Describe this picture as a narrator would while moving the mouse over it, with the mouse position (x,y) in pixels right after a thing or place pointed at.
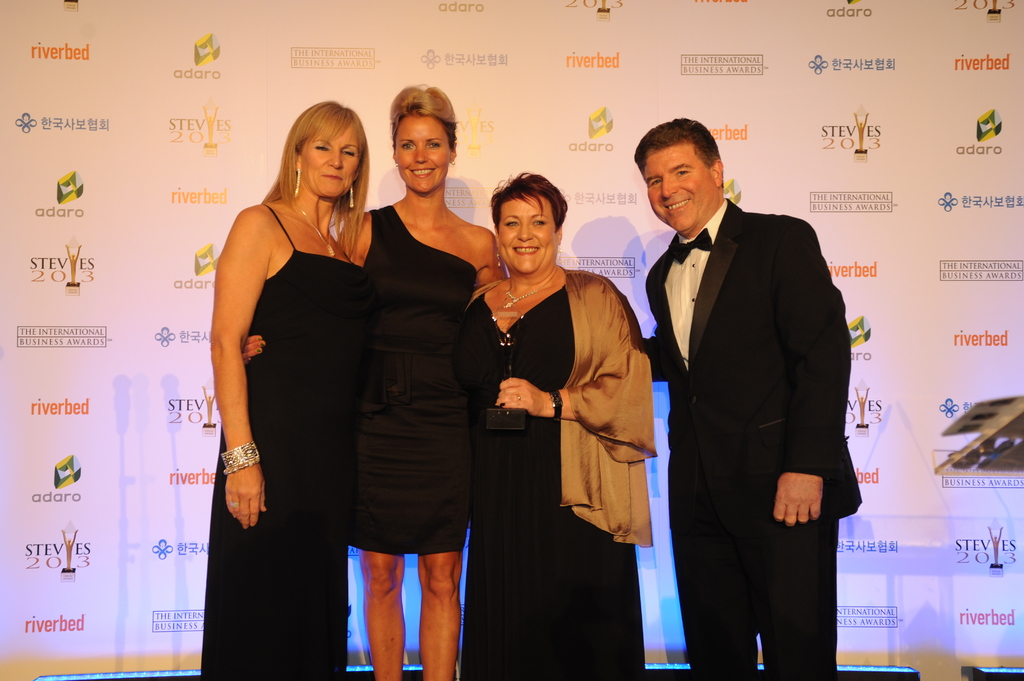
In this image there are a few people (458,304) standing with a smile on their face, behind them there is a banner (831,197) with some sponsor's name (602,11).
